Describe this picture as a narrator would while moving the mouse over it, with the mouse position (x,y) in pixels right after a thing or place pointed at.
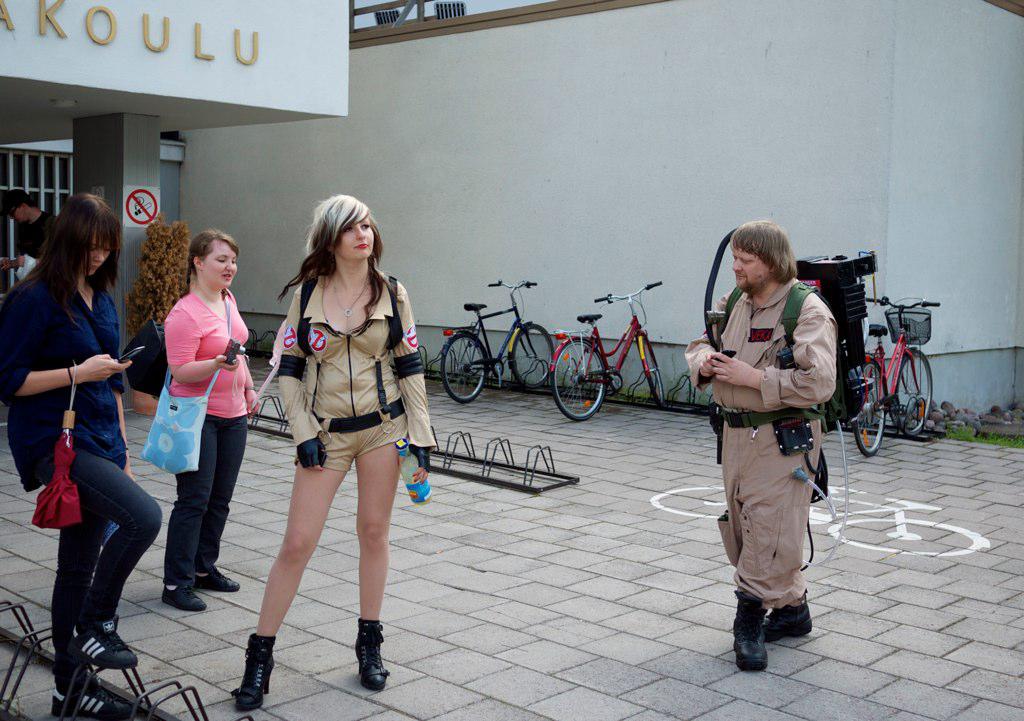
In the middle of the image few people (341,235) are standing and walking. Behind them there are some bicycles (883,366). At the top of the image (677,222) there is a building (799,67).
